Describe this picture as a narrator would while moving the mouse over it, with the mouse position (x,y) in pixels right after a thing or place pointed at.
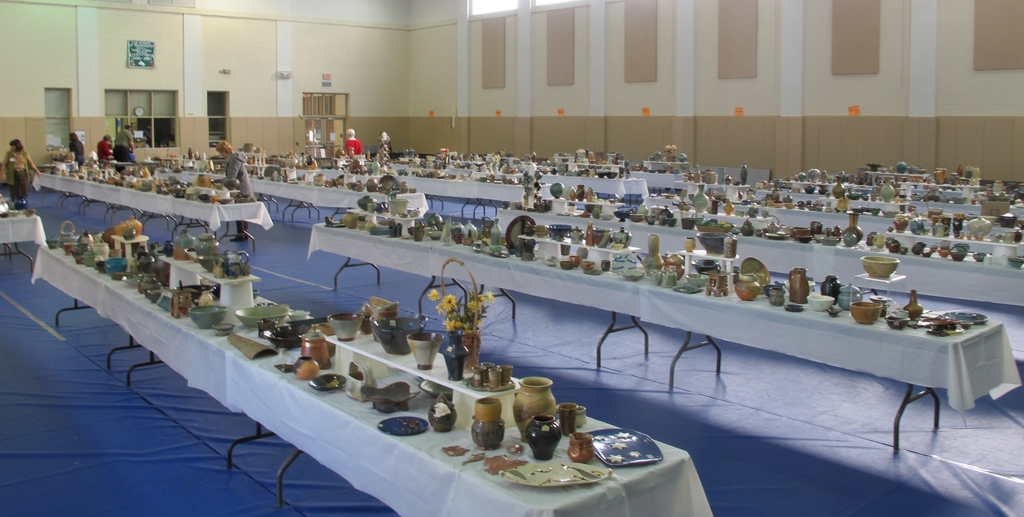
In this picture we can see huge hall (113,90) with many tables (628,468) on which old crockery (458,371) and flower pots (895,315) are placed. Behind we can see some women's (117,145) are arranging the crockery (109,168). In the background (281,55) we can see brown and cream wall (283,108) with some windows (208,136).
